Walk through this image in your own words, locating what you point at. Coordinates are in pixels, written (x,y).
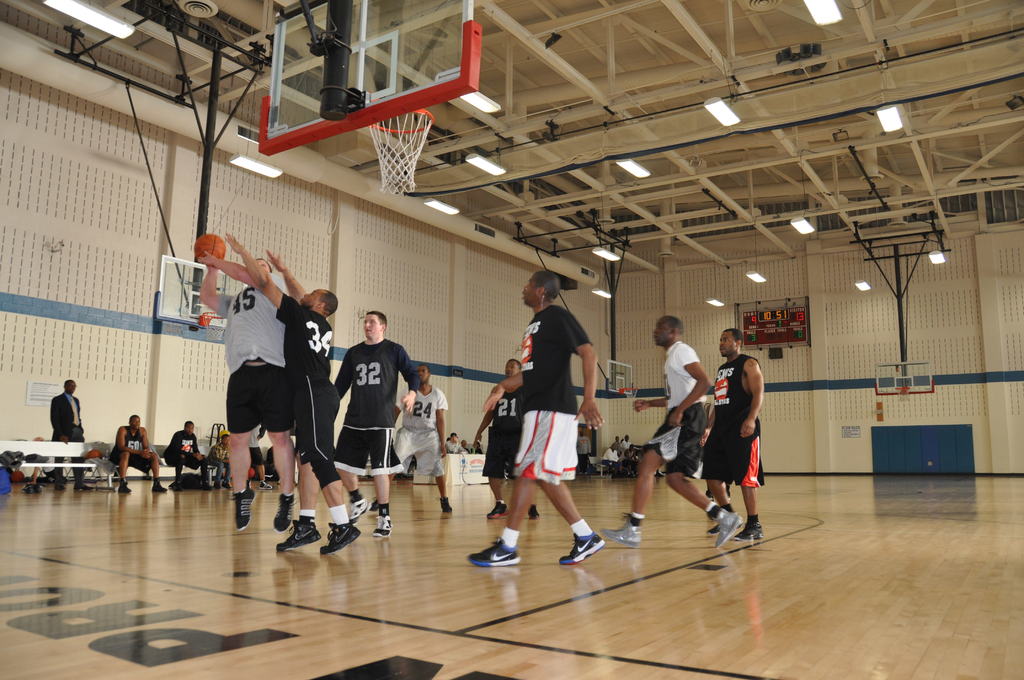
In this picture we can see a group of people (658,325) on the ground (521,571), ball (211,238), basketball hoops (353,38), walls (812,337), lights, rods (208,125) and some objects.
